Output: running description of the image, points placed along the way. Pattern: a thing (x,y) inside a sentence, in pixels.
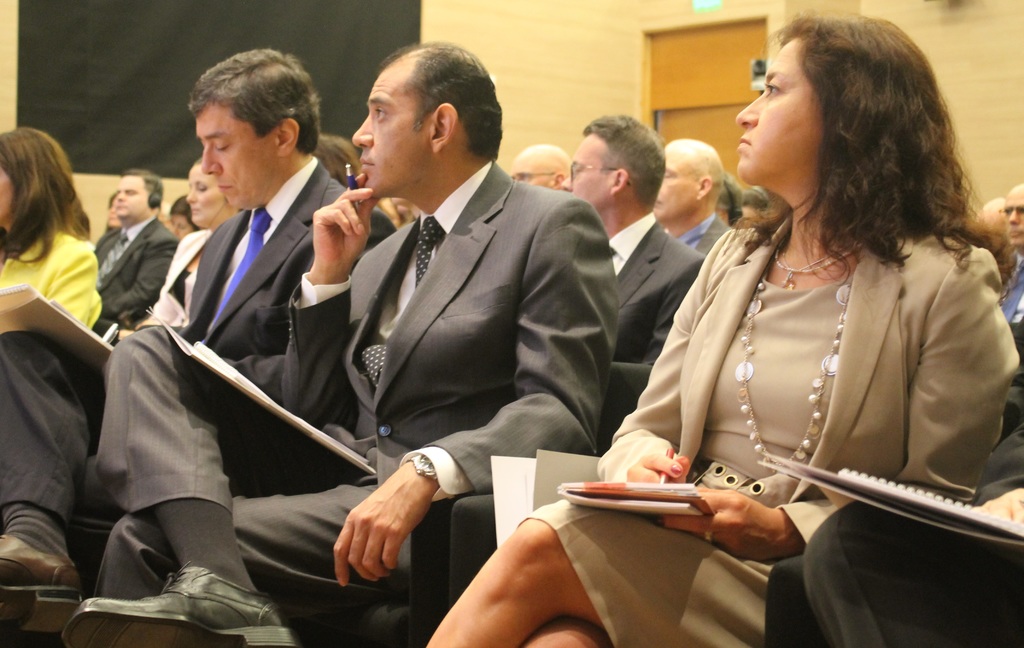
In this picture we can see some people (644,339) sitting here, a woman (960,361) on the right side (952,319) is holding a book (690,501), in the background (574,55) there is a wall (574,55), these two persons (333,300) wore suits (349,354).
